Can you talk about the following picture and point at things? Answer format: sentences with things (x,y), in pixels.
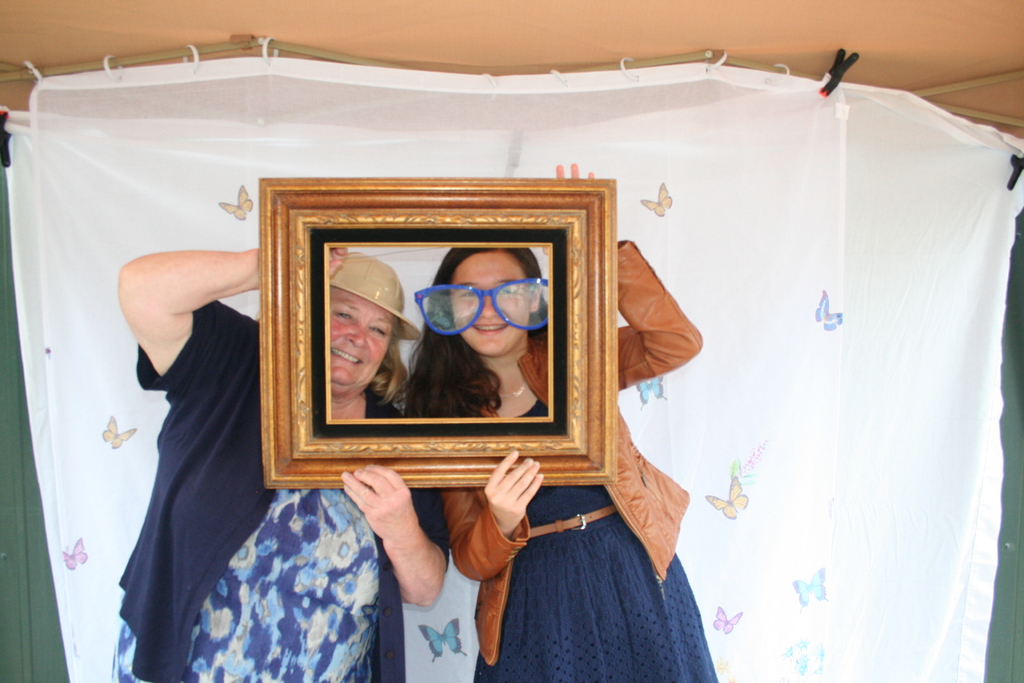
In this image we can see two women (235,481) standing holding a frame (460,468). On the backside (713,523) we can see a curtain (852,376) clipped with a pin (825,97). We can also see a roof (542,23).
